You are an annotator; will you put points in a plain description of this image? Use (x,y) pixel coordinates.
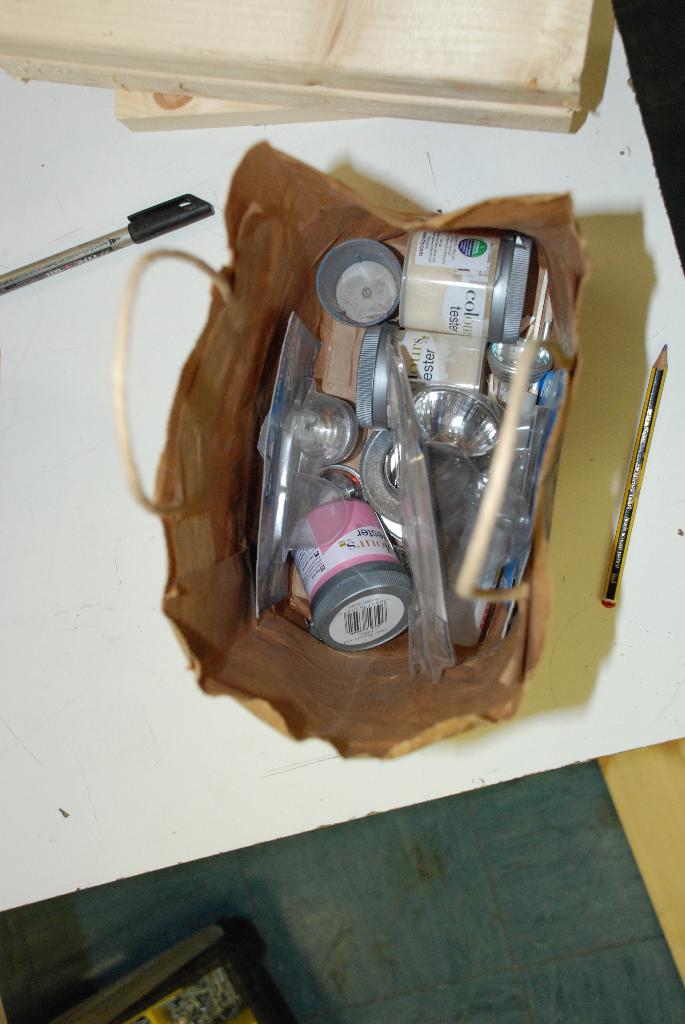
In this image we can see many objects (392,503) in a bag (489,531). There is a pen (199,197) on the table (88,227) at the left side of the image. There is a pencil (631,512) on the table (591,477) at the right side of the image (642,479). There are few wooden planks (358,74) on the table (670,679) at the top of the image (361,54). There is an object (205,944) at the bottom of the image (194,979).
